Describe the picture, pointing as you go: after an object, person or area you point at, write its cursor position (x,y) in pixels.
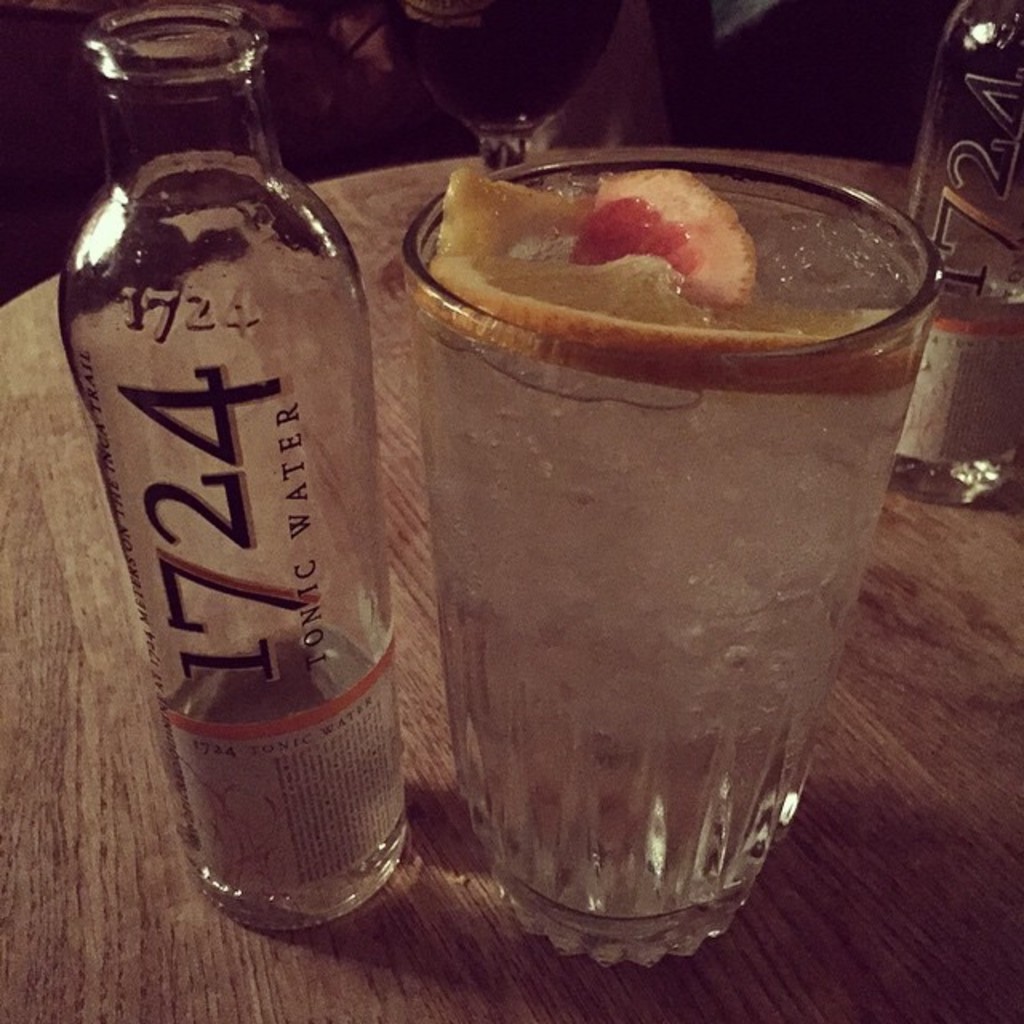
In this image I see 2 bottles (258,152) and a glass (541,892), in which there is a fruit (806,332) in it.
